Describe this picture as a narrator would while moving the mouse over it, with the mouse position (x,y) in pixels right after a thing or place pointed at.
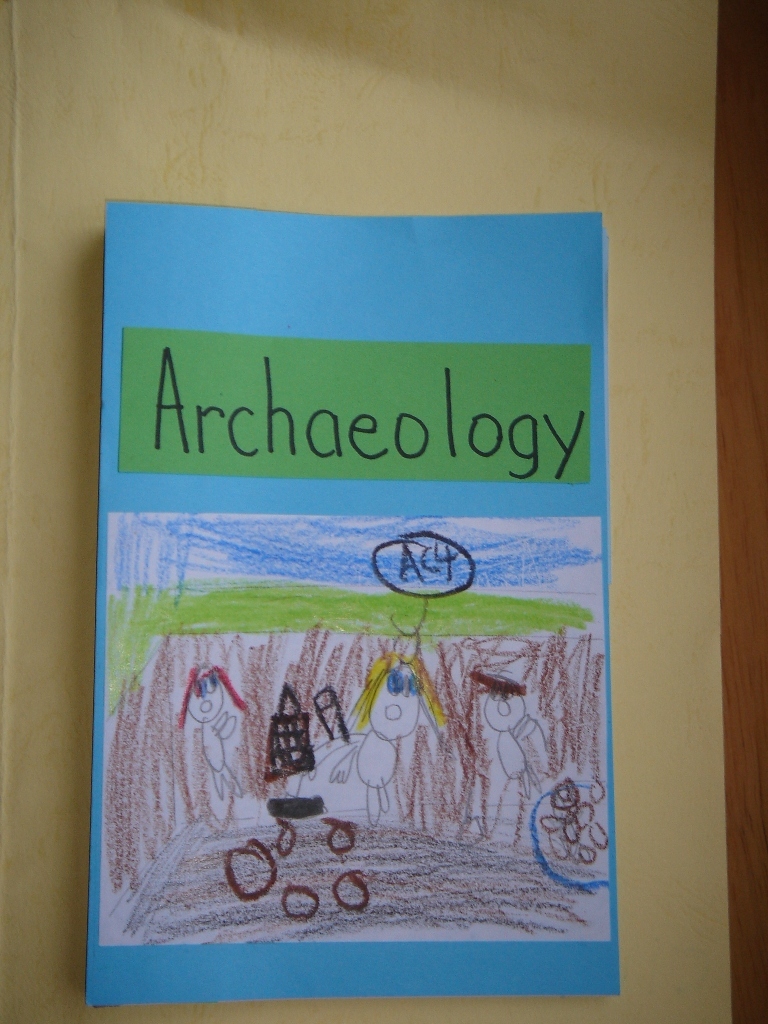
In this image we can see the book (387,357) on the wooden table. Here we can see the drawing (427,582) on the cover photo (409,780) of a book (468,737).
